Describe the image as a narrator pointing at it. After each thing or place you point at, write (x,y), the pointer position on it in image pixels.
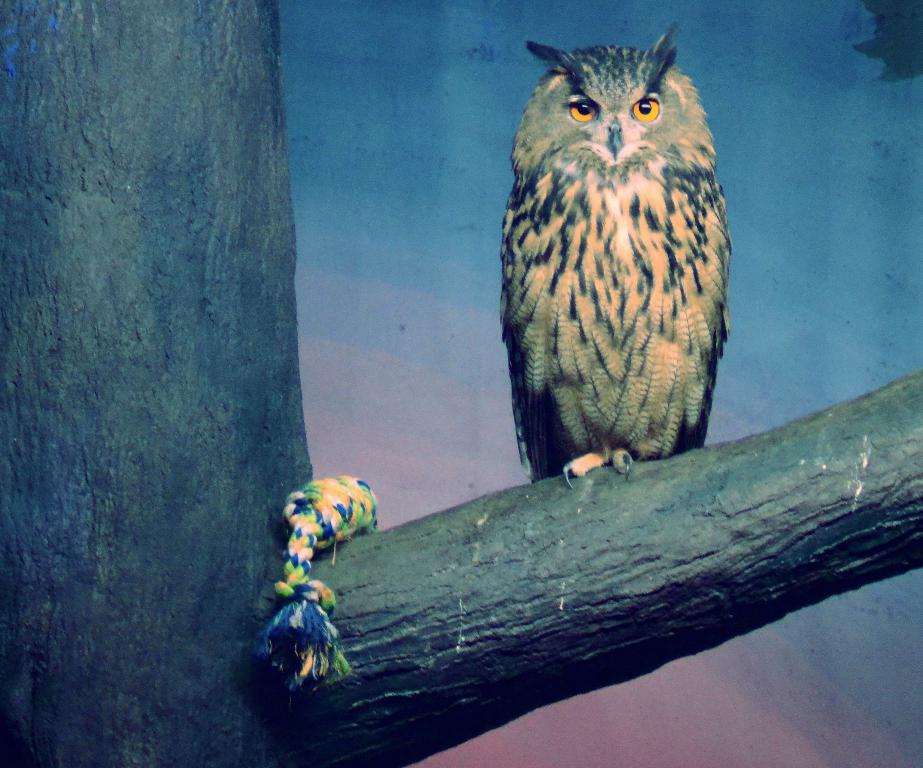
In this picture there is a owl (615,138), standing on the tree branch (599,485). Beside that we can see a rope (324,501). On the back (428,206) we can see a sky (432,199). This picture looks like a painting.
